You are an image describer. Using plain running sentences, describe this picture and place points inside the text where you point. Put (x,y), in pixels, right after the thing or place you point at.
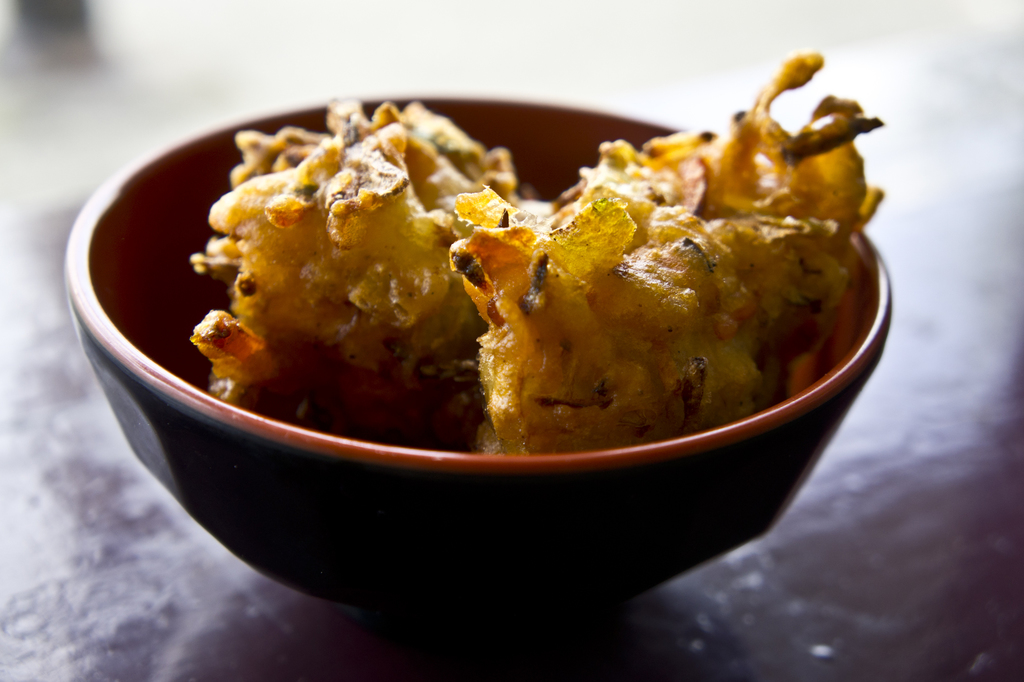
In this image we can see the food item (421,340) in a bowl (618,580) in the middle of the image (360,450) and the bowl (226,175) is placed on the surface (29,448).
